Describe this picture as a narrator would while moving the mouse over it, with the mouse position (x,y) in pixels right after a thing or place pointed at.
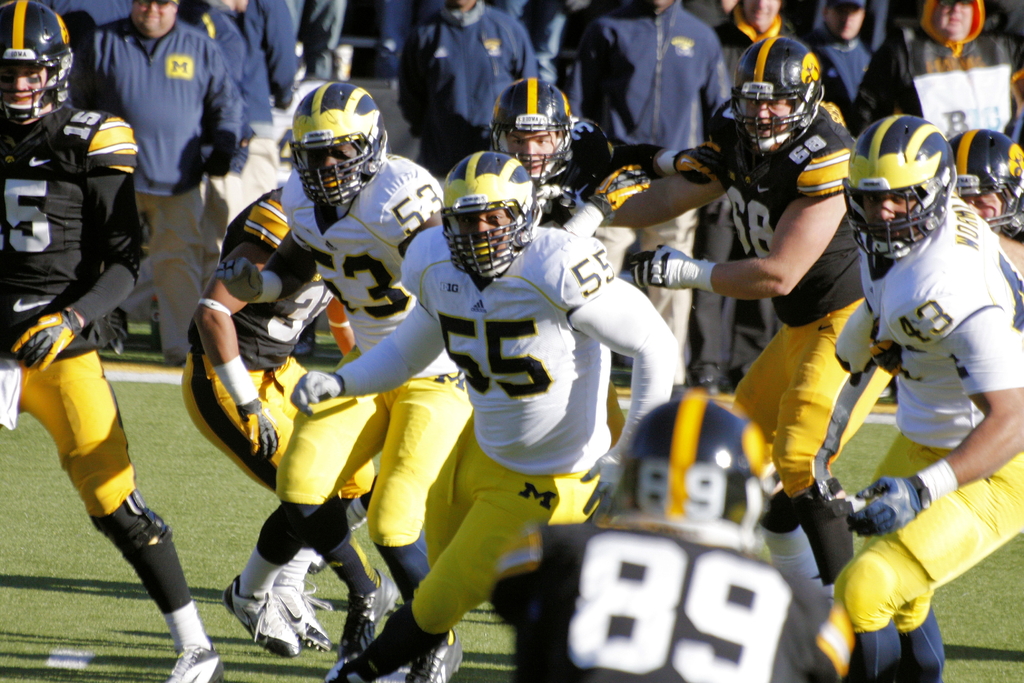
In this image there are players (580,567) playing on the ground (199,589).
